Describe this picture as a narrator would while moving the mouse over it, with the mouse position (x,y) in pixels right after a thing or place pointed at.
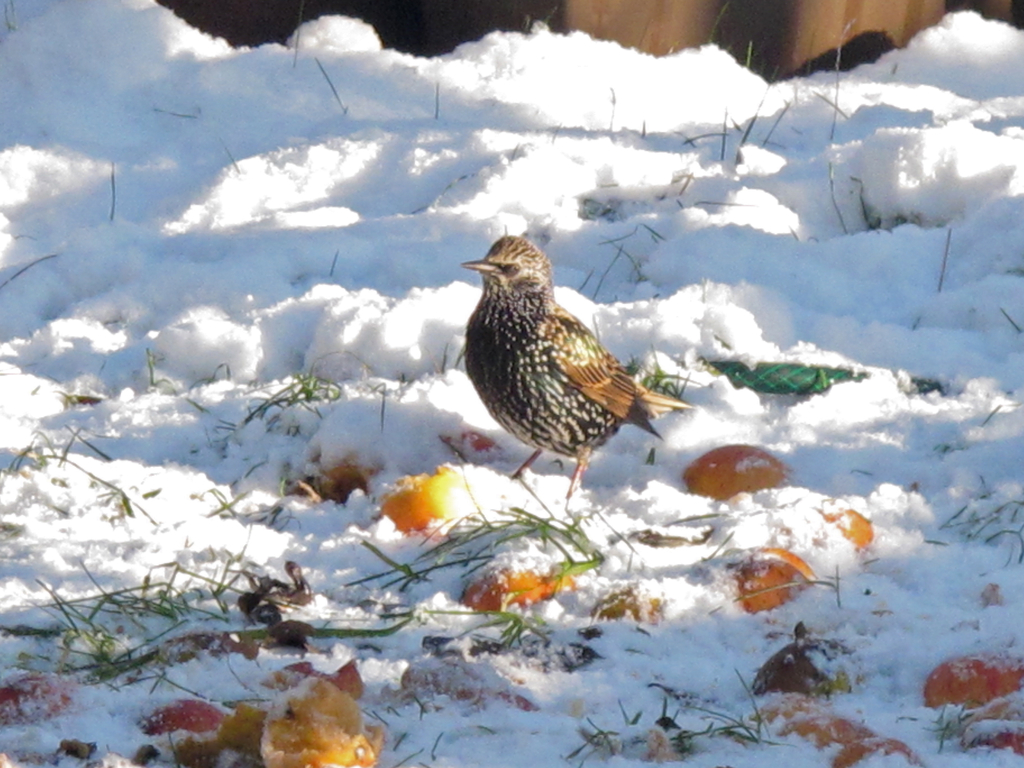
In this image we can see fruits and bird (507,359) standing on the ground (438,187) covered with snow (882,443).
